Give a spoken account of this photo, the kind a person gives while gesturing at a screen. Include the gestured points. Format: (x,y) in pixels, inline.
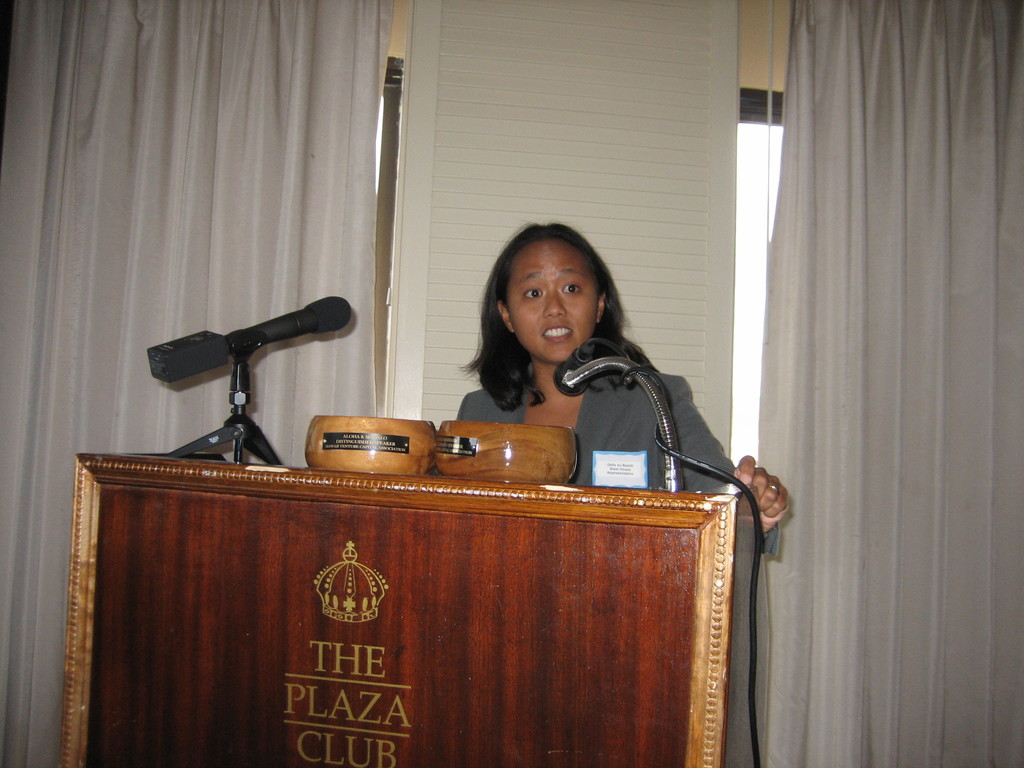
In-front of this woman (552,295) there is a podium (487,543) with bowls (539,460) and mics (559,375). Background (290,444) we can see wall (675,202) and curtains (115,240).
